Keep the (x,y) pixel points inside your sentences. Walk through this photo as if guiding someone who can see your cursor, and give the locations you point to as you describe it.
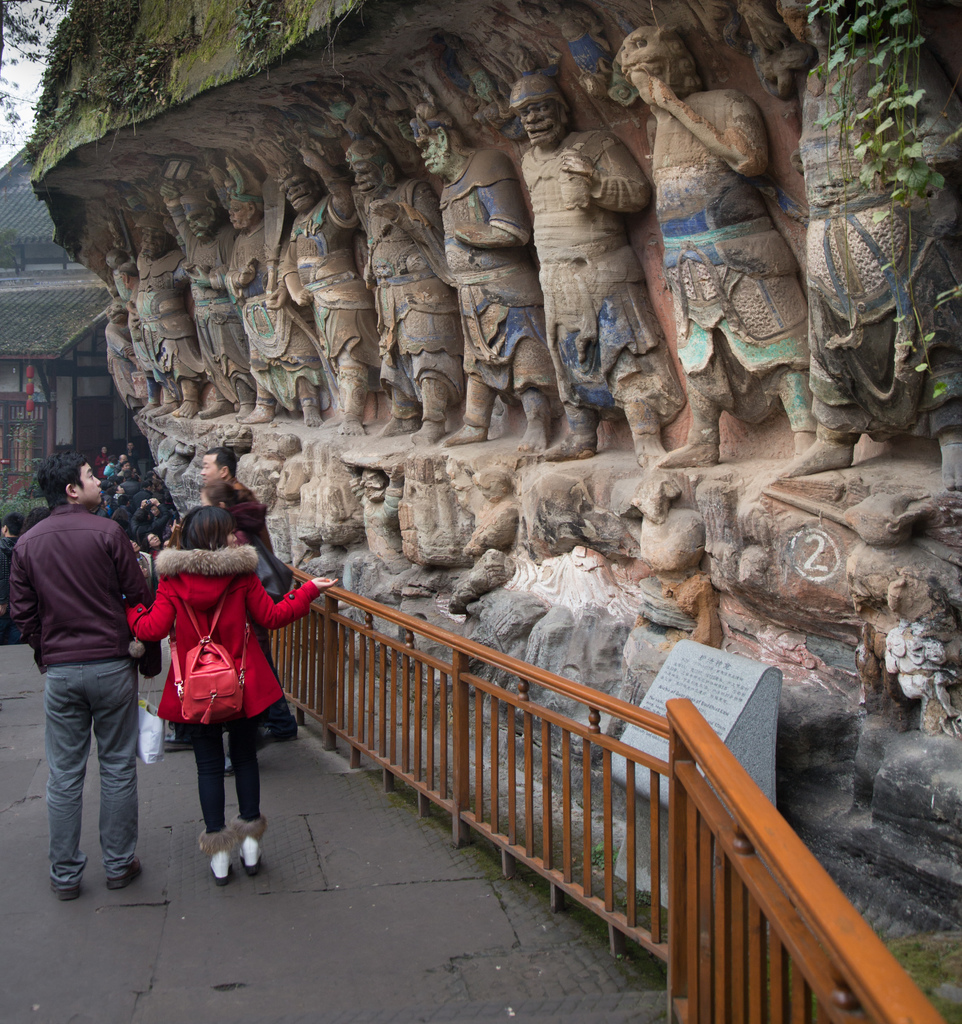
In this image I see number of sculptures (411,229) over here and I see the path (340,975) on which there are number of people (130,529) and I see the railing (433,786) over here. In the background (18,336) I see a building (11,296) and I see the leaves (82,39).
